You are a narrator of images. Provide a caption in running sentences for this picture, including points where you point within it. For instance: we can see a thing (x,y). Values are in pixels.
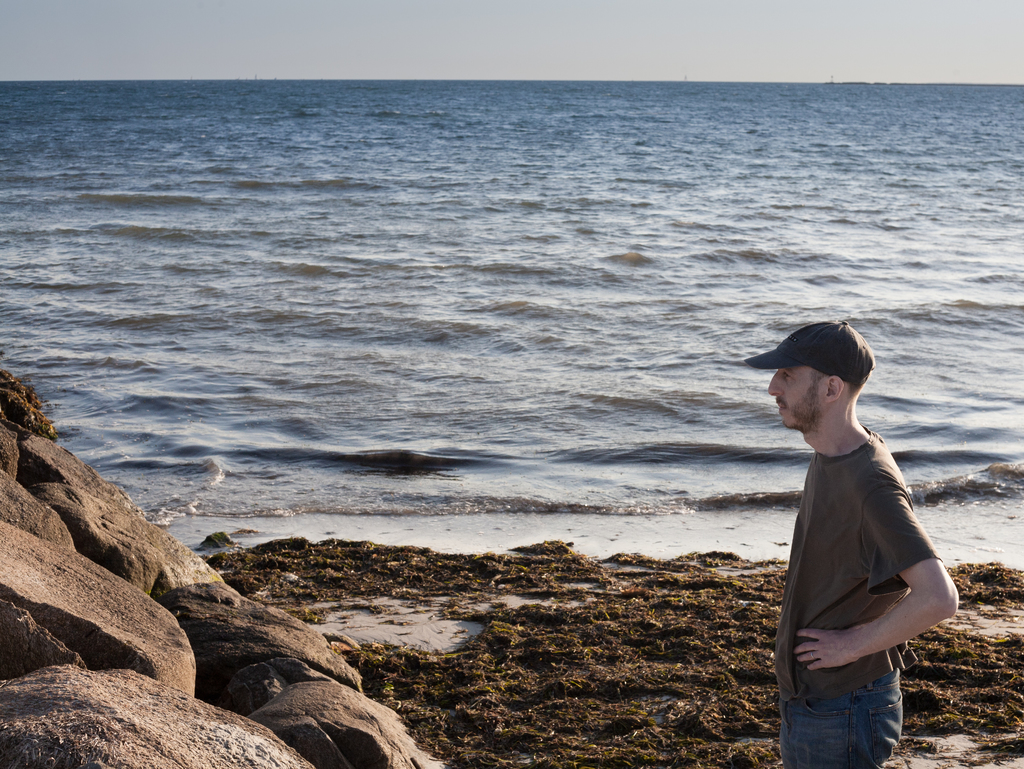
In this image, we can see a person (840,361) wearing a cap (840,361) is standing. We can see the ground (622,605) with some objects (534,613). We can also see some stones (189,575) on the left (170,759). We can see some water (546,174) and the sky (592,9).
